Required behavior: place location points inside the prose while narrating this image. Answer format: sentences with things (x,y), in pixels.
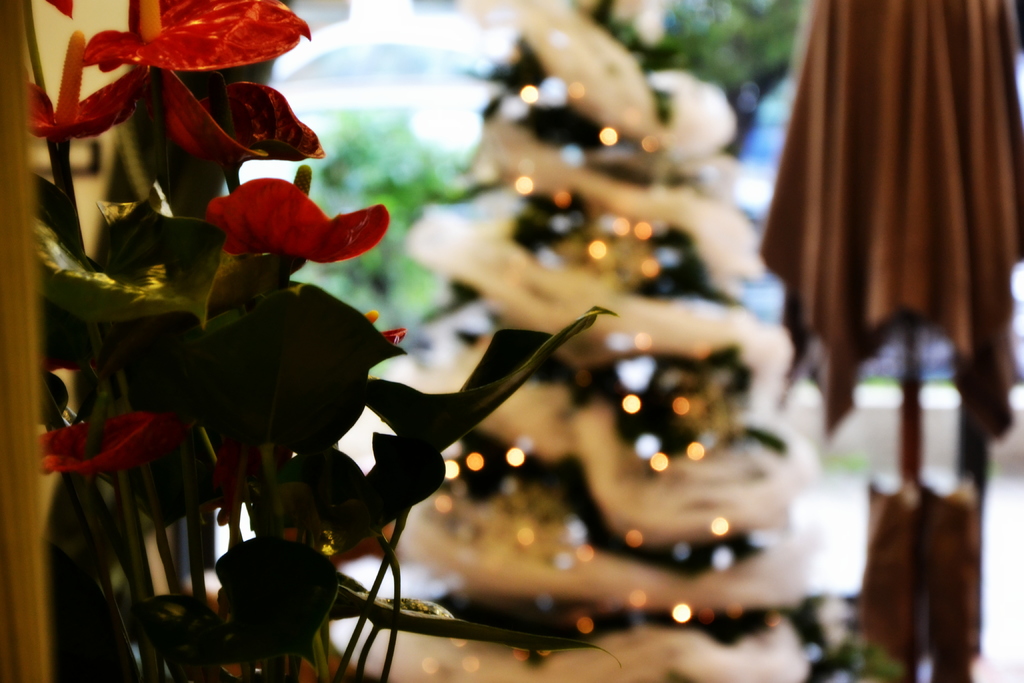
On the left side (237,372) there is a plant (147,235) along with the flowers (241,114). In the background (612,376) there is an object (625,56) which seems to be a Christmas tree (549,208). On the right side (945,217), I can see a cloth (814,215). The background (433,67) is blurred.
